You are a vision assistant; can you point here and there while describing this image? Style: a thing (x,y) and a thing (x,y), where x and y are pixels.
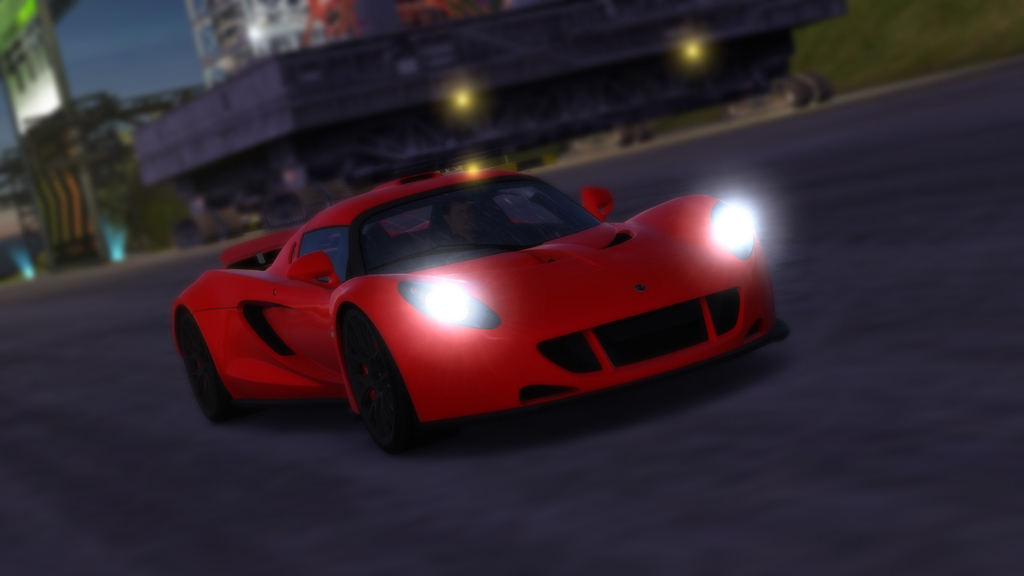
In this picture we can see a vehicle (604,394) on the road (613,413) and in the background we can see buildings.
